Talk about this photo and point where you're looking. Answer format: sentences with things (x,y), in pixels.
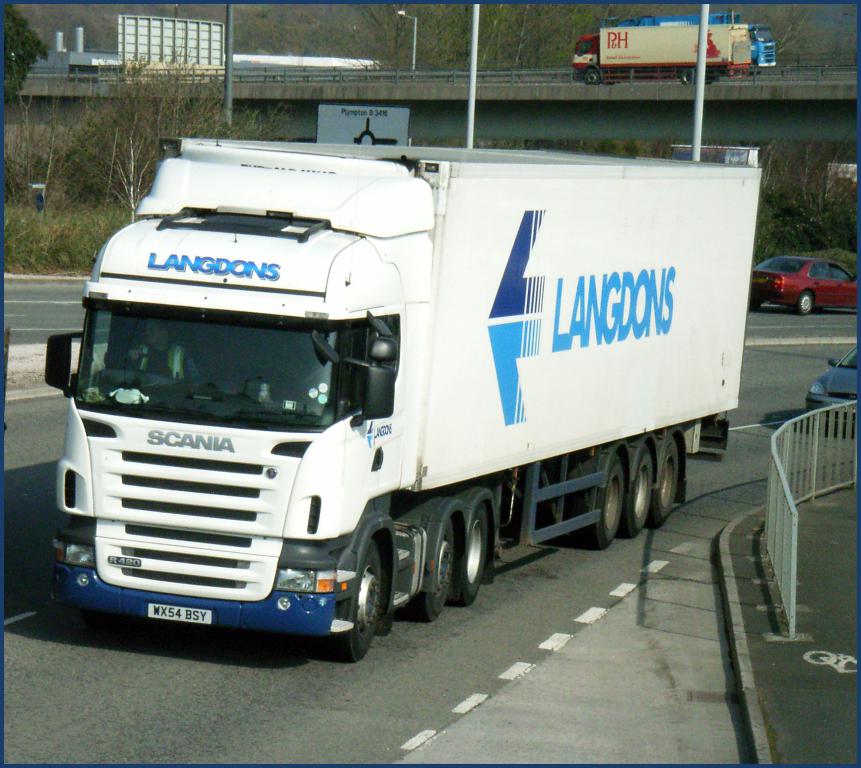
Vehicles (546,397) are on the road (770,380) and bridge (754,100). In this image we can see railings (777,554), trees (622,9), plants (71,212), poles (478,12) and boards (183,37). Inside this vehicle (325,414) we can see a person (156,347).
